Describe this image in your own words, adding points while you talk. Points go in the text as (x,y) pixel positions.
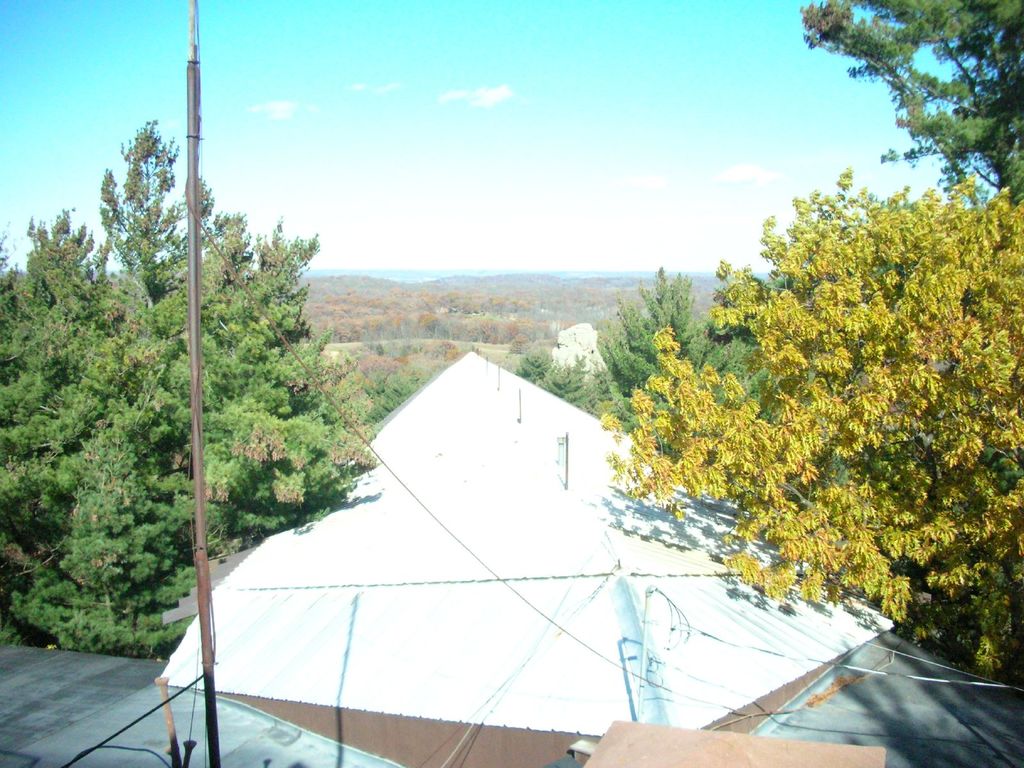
In this picture we can observe a white color tin (507,550). We can observe a pole (195,95) on the left side (195,115). On the right side (737,393) there is a yellow color tree (782,383). In the background (238,394) there are some trees (301,347). We can observe a sky (397,229) here.
